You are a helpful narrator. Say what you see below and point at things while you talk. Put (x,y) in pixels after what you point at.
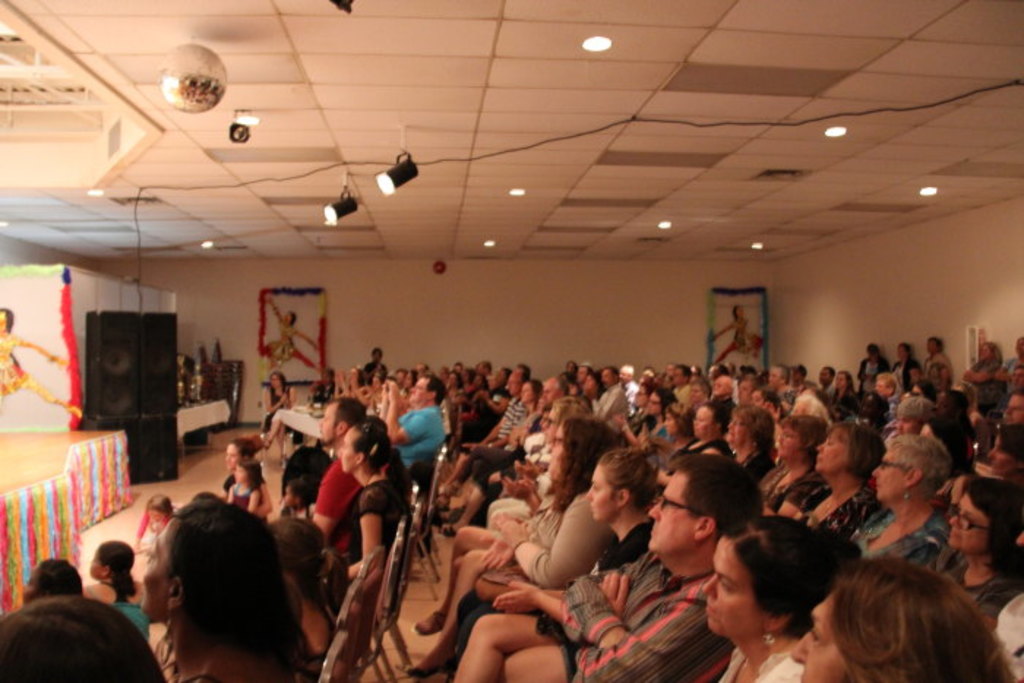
In this image I can see many people (372,501) sitting in a room (129,394). There is a stage (58,416) on the left (20,446). There are photo frames (315,317) at the back (314,348) and lights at the top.
